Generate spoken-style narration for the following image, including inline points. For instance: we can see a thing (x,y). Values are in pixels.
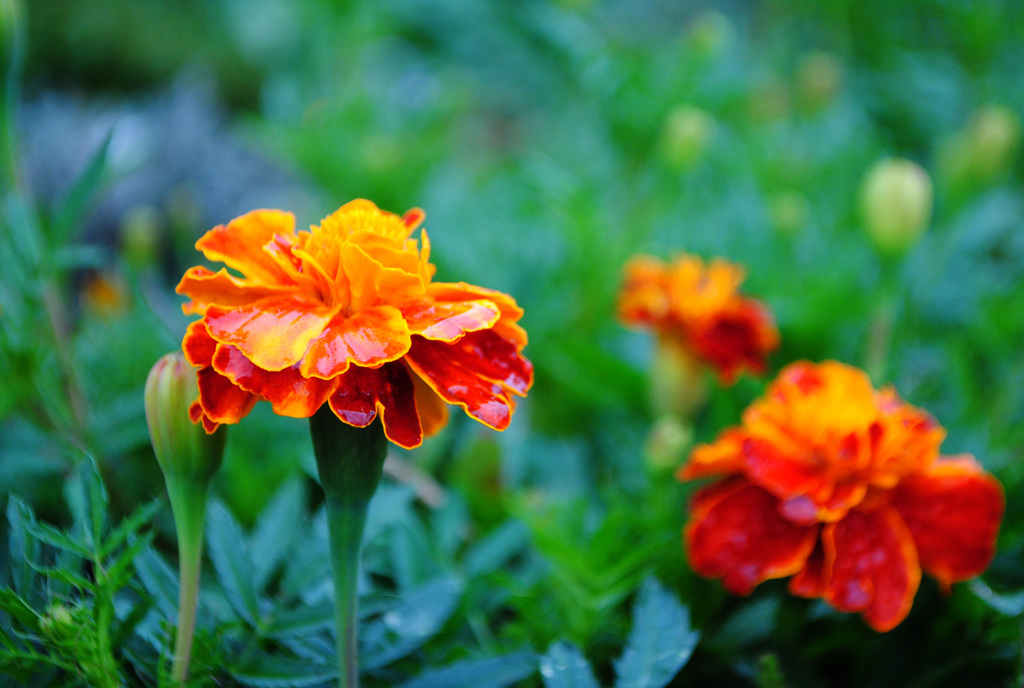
In this picture we can see orange color flowers (380,286) on the plant (571,513). Beside that we can see some buds (875,193). At the bottom (759,631) we can see leaves (501,539).
